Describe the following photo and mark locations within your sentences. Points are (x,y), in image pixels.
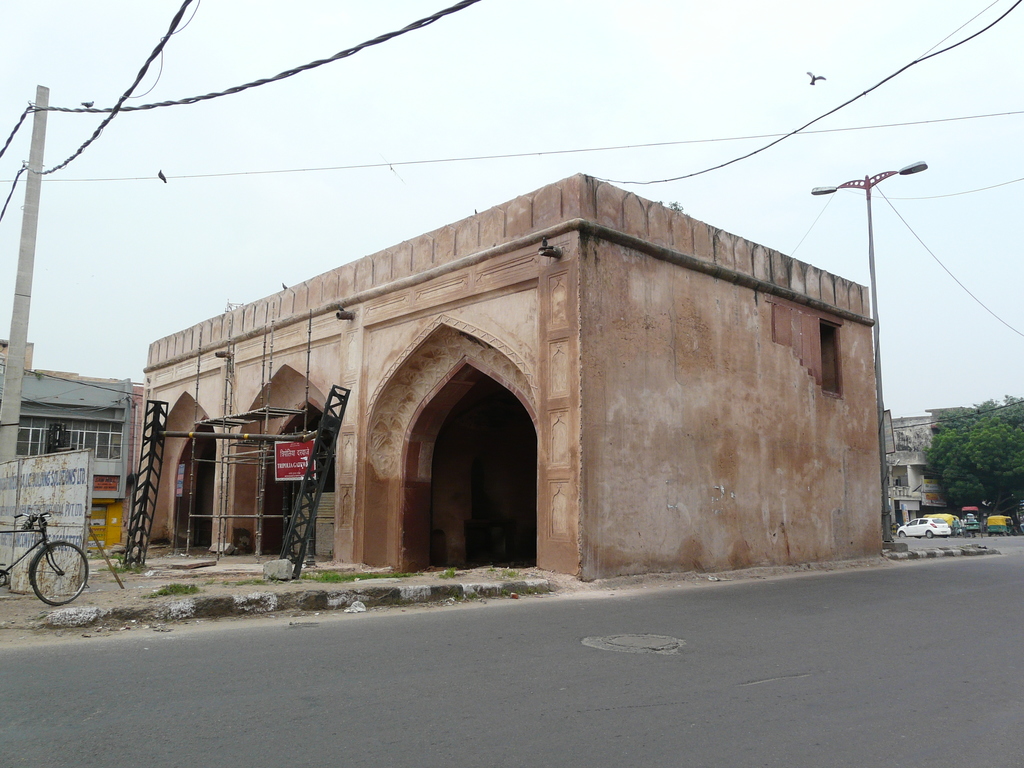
In front of the image there is a road (487,654), beside the road (447,644) there is a building (348,344), in front of the building (355,386) there are metal poles (252,438), fence (45,484), electric pole (16,449) with cables (49,180) on it and a cycle (62,548), beside the building (594,386) there is another building (92,418), behind the building (865,320) there is a lamp post (883,439), trees (999,452) and buildings (910,440), in front of the buildings (924,440) there are a few vehicles (932,525) on the road (924,539).
